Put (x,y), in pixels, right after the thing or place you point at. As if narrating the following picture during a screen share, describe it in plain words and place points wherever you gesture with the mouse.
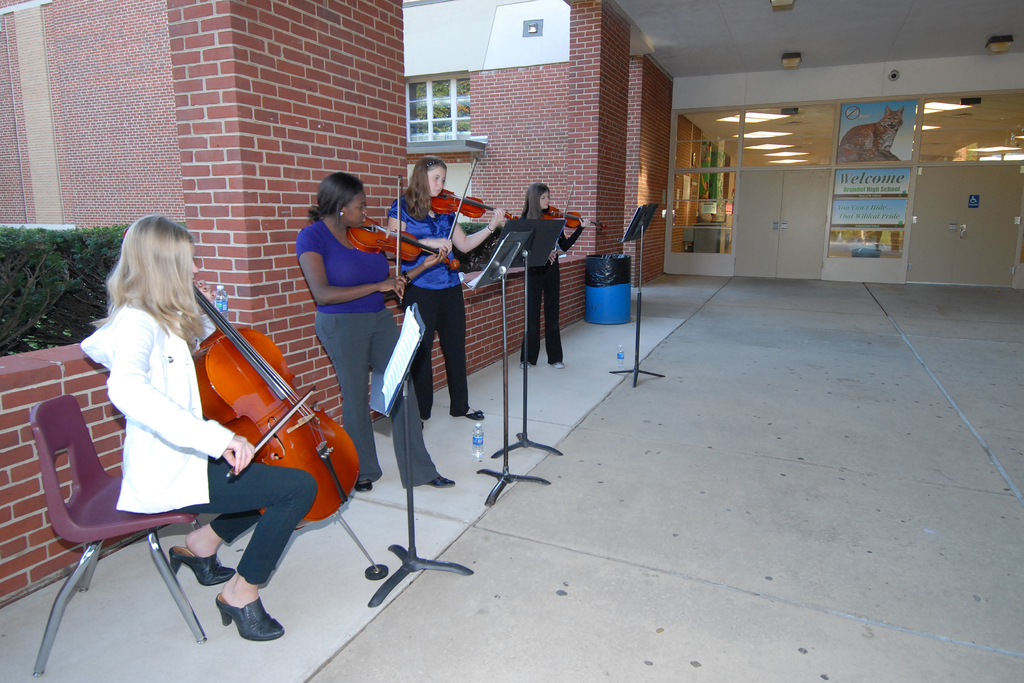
there are four women (188,465), in which one woman (217,560) is sitting on the chair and another three women (424,270) are standing and playing violin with a stand (532,236) in front of them, there are standing under a building (761,154).
